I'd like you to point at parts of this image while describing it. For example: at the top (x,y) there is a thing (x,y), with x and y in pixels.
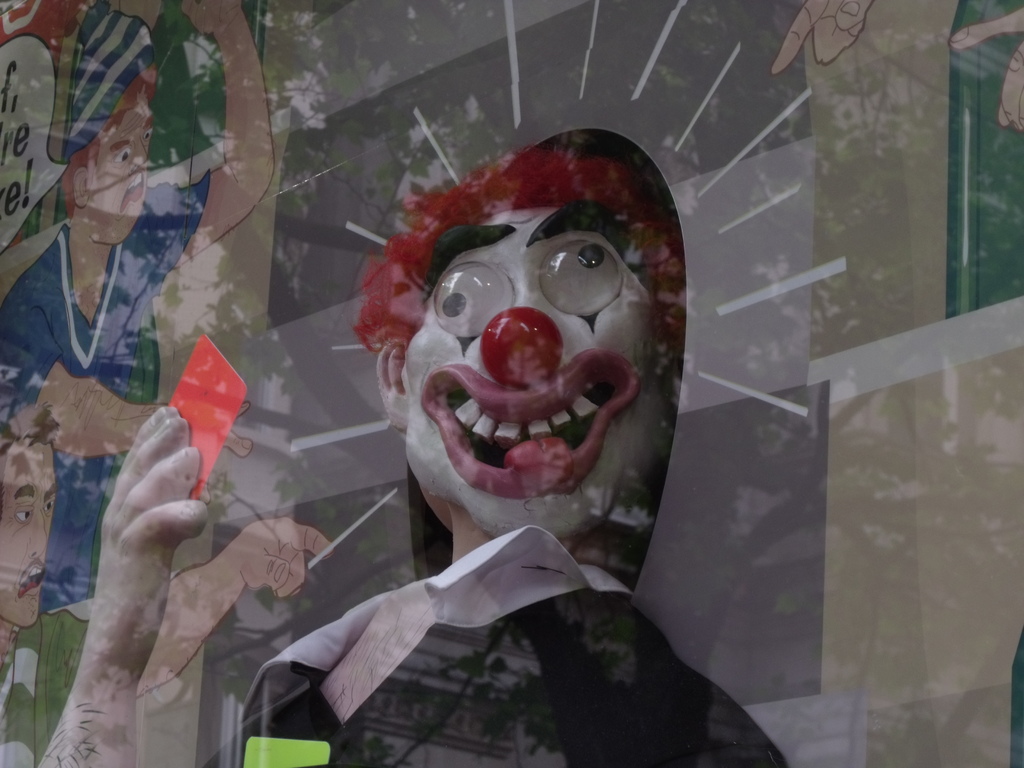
In the picture there is a glass (923,467) and there is some reflection (322,221) on that glass (741,259), there are some pictures (107,315) of animated people (187,241) and also a joker (535,372).
